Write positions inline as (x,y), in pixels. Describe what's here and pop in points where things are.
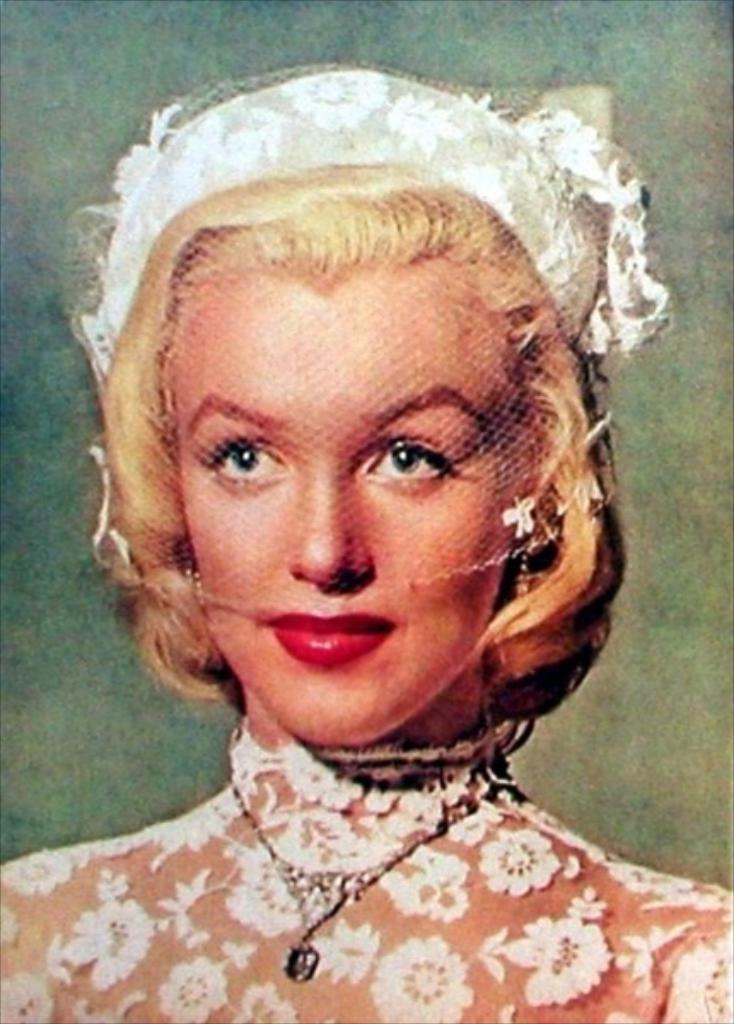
In this picture I can see a woman (421,624), she is wearing a dress (393,920), necklace (329,892) and a cap (154,225).
